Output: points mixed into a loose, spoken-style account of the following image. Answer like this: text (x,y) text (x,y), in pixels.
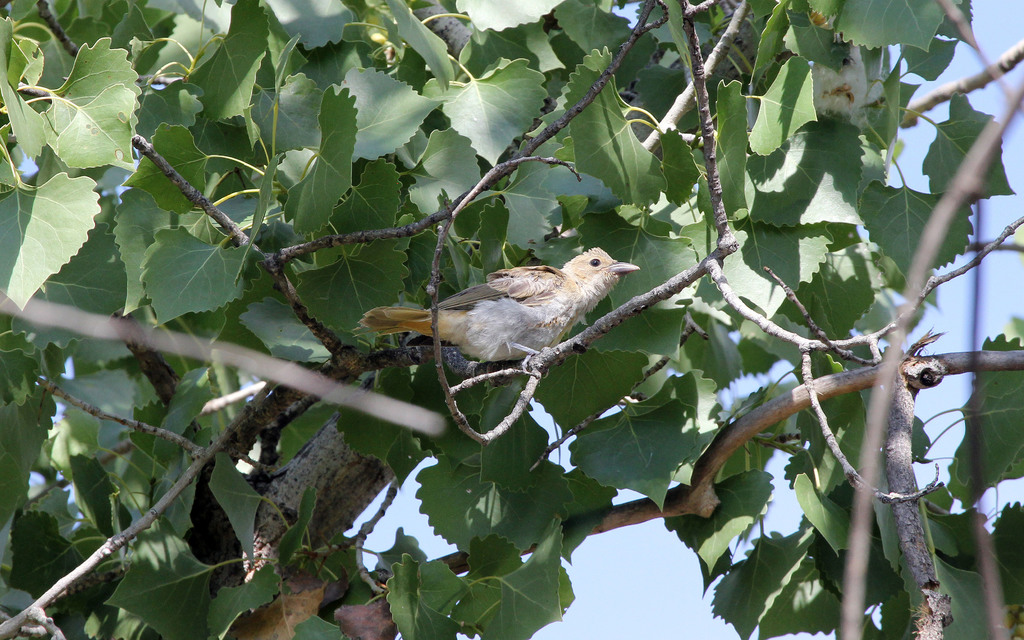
In this picture we can see leaves (661,200) and branches (904,541) of a tree (676,199) in the front (218,292), there is a bird (511,292) in the middle (588,291), we can see the sky (688,578) in the background (685,551).
